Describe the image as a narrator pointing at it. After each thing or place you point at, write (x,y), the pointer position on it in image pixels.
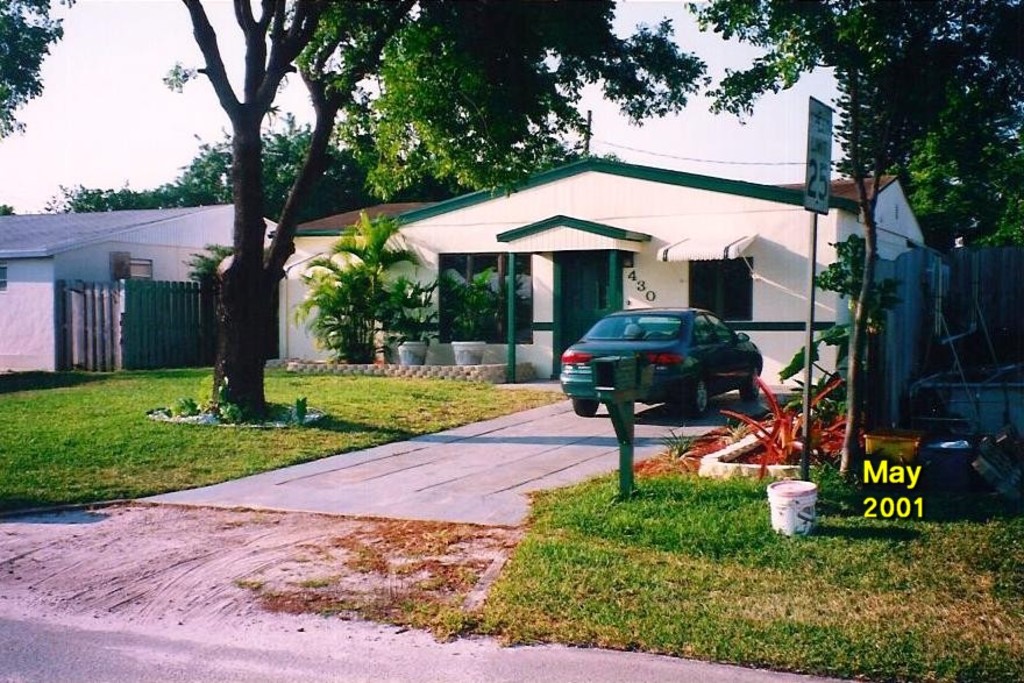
This is an outside view. Here I can see two houses (163,248). In front of this house (628,256) there are some house plants (381,301), tree (309,164) and a car (610,343). On the right side (965,381), I can see some metal objects (994,478), board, tree (869,150) and a bucket (780,528) on the ground (726,531). Here I can see the green color grass (772,616). On the top of the image (103,98) I can see the sky (75,170). At the left bottom of the image (115,657) I can see the road (131,664).
